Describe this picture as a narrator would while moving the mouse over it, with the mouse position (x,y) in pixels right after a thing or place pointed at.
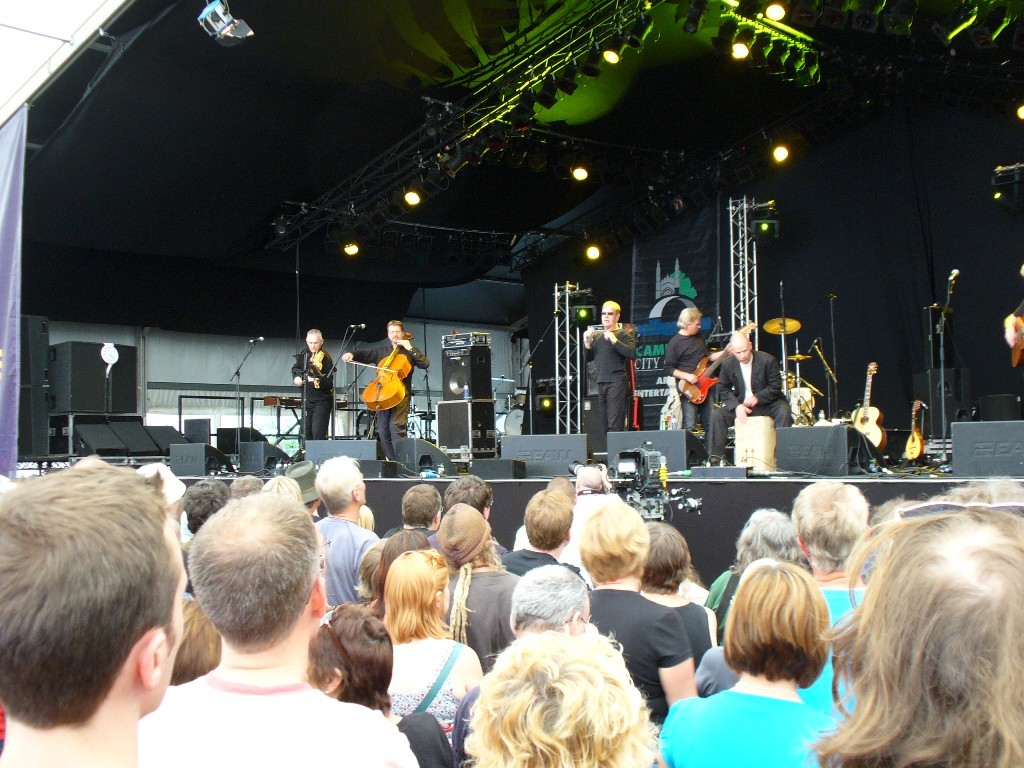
In this image it seems like a music concert where there are few people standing on the stage (484,405) and playing the musical instruments (511,380). At the top (498,129) there are lights (521,118). At the bottom (561,607) there are few spectators (442,541) who are watching the artists (608,381).
